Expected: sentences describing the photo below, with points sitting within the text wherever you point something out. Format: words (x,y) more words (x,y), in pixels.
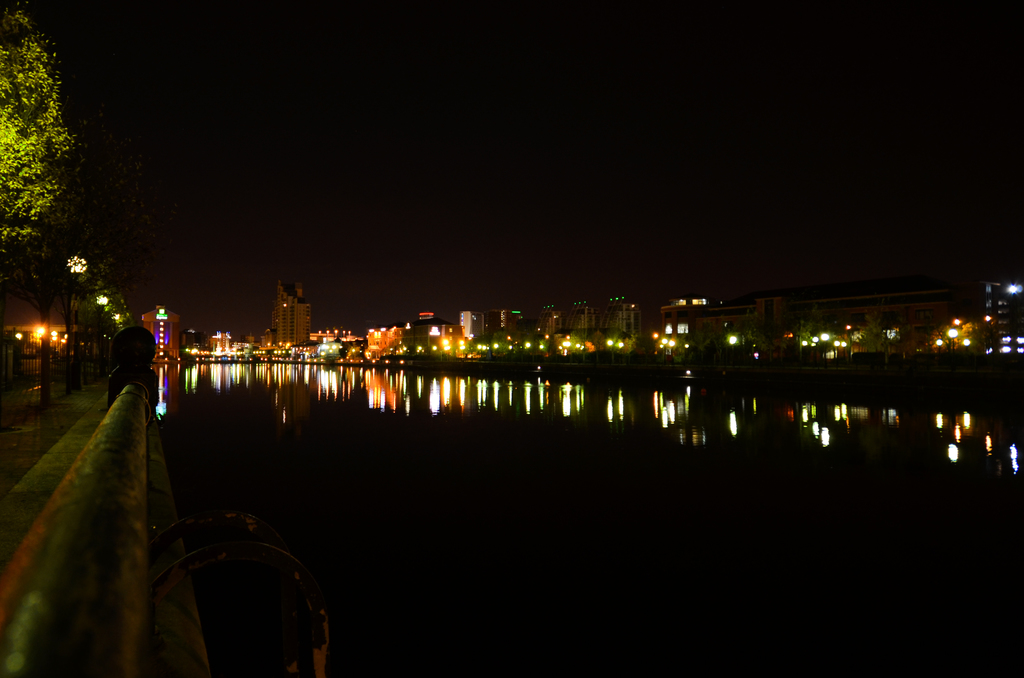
In the picture I can see a fence (119,490) and few trees (71,246) in the left corner (66,290) and there is water (444,413) beside it and there are few buildings (435,336) and lights (731,340) in the background (580,344).
